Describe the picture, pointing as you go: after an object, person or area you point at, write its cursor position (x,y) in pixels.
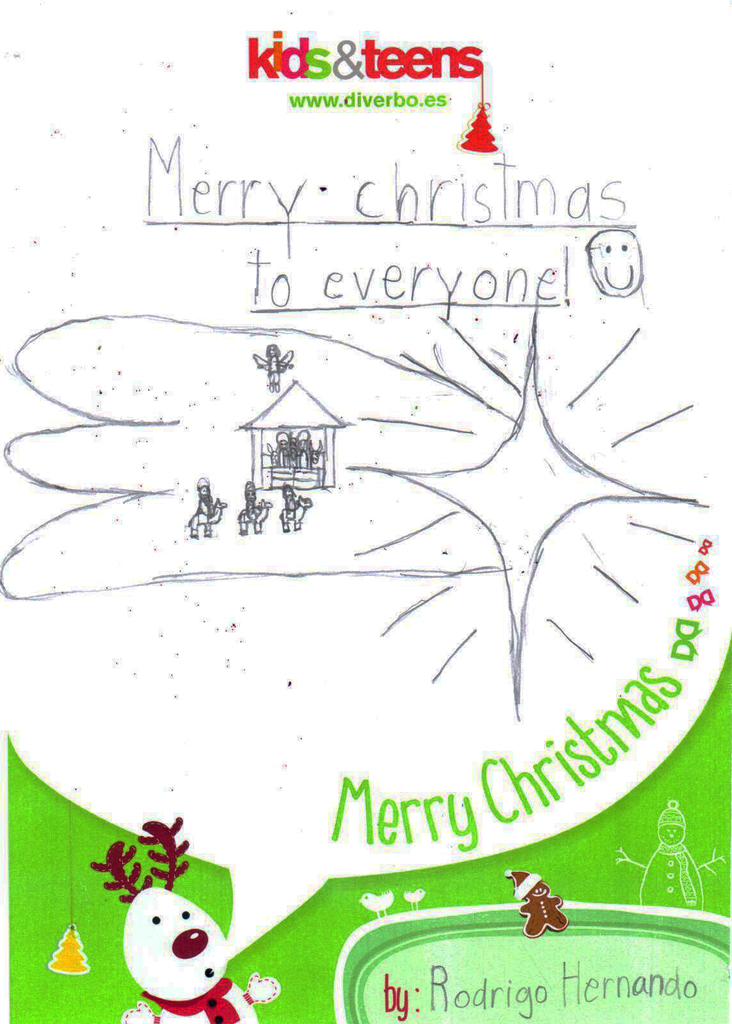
In this image there is a greeting card (391,559). At the bottom (173,1014) there is a cartoon (206,941) and we can see text (370,208) written on the greeting card (480,813).
